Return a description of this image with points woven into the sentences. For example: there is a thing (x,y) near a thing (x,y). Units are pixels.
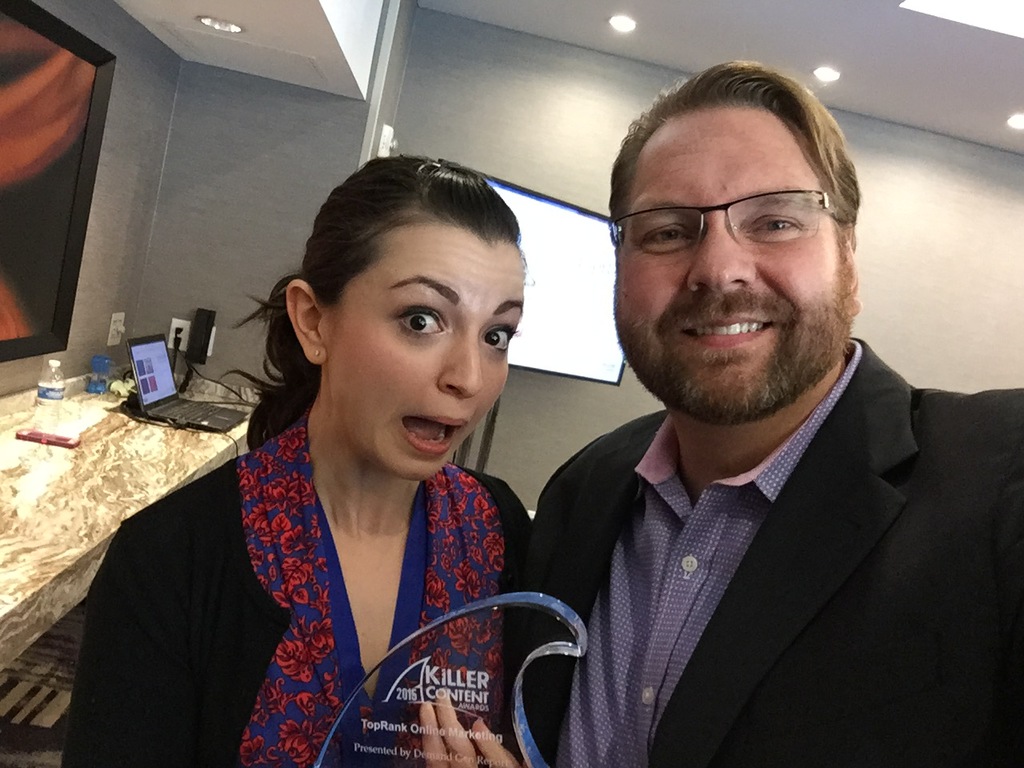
In this picture I can see two persons (553,581) standing, there is a glass trophy (561,615), there is a laptop (142,344), bottle (55,367) and some other objects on the cabinet (22,398), there is a frame (69,27) attached to the wall (209,93), there are lights (1004,21), and in the background (553,239) there is a television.
